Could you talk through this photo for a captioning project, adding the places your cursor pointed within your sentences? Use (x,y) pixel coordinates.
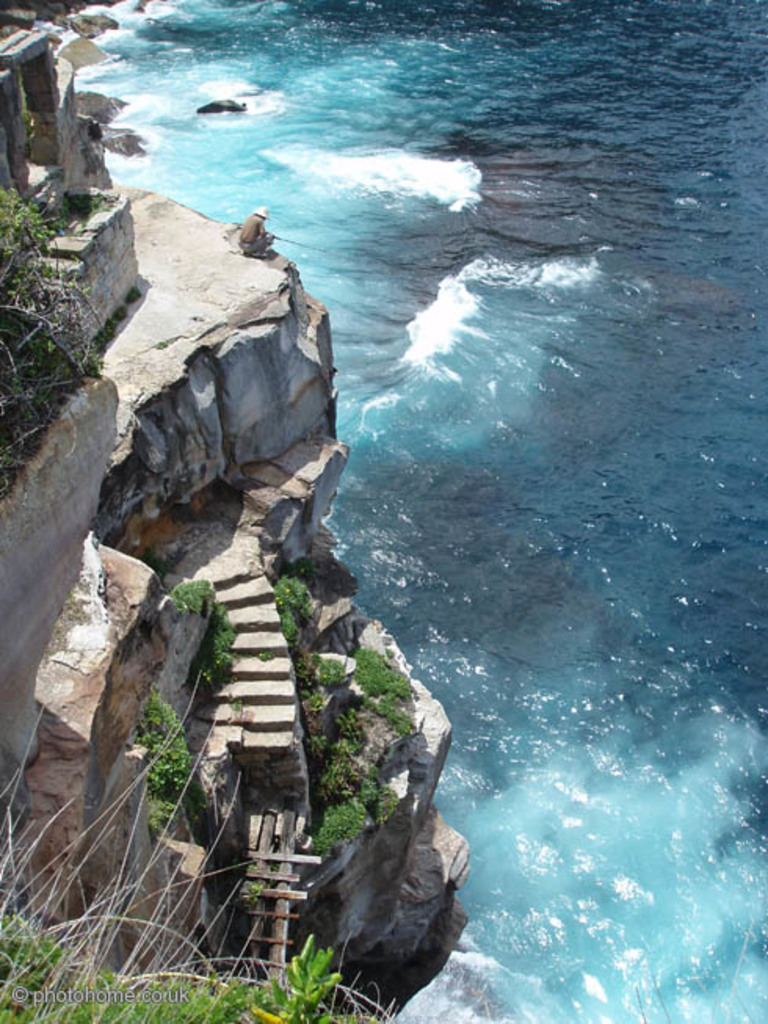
In this picture we can see some plants (281,1020) and a watermark (105,992) and a text (161,1002) is visible in the bottom left (192,1002). There are some plants (2,208) visible on the rocks (390,778). We can see a few stairs (269,594) on these rocks (301,761). Waves (145,40) are visible in the water (596,374) on the right side (695,408).
